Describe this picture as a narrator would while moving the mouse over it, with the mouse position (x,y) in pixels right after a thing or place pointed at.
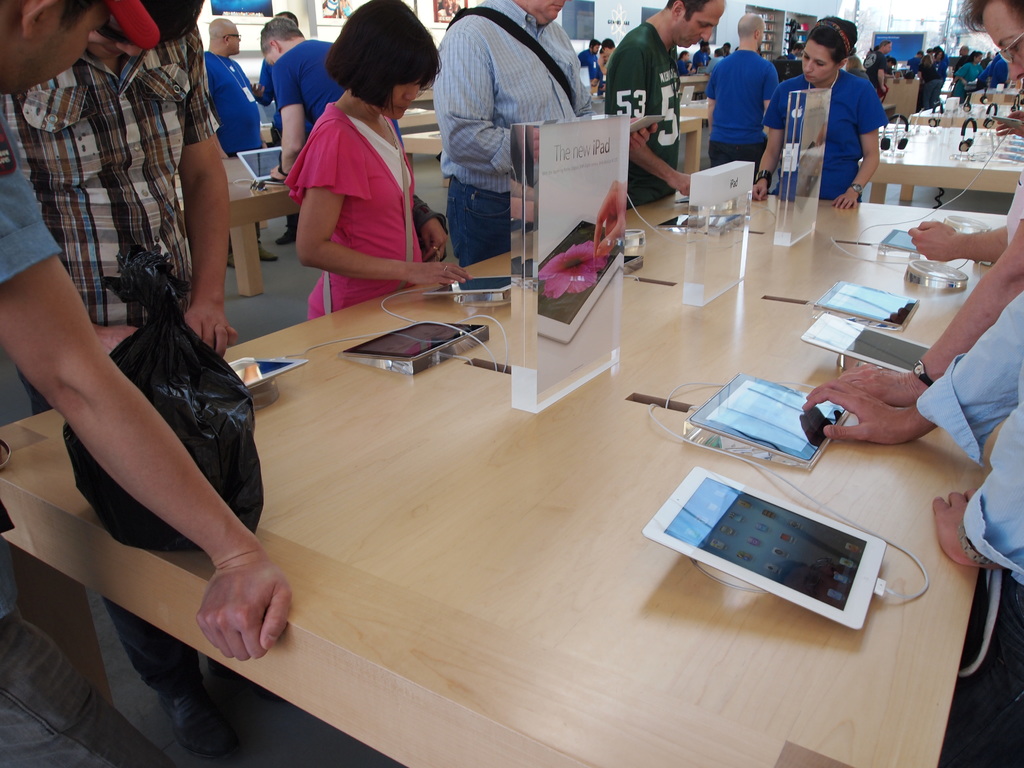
Group of people (956,412) standing. We can see tables (568,461) on the table (530,492) we can see tabs (648,528), boards (535,395), cables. This is floor (242,316).
